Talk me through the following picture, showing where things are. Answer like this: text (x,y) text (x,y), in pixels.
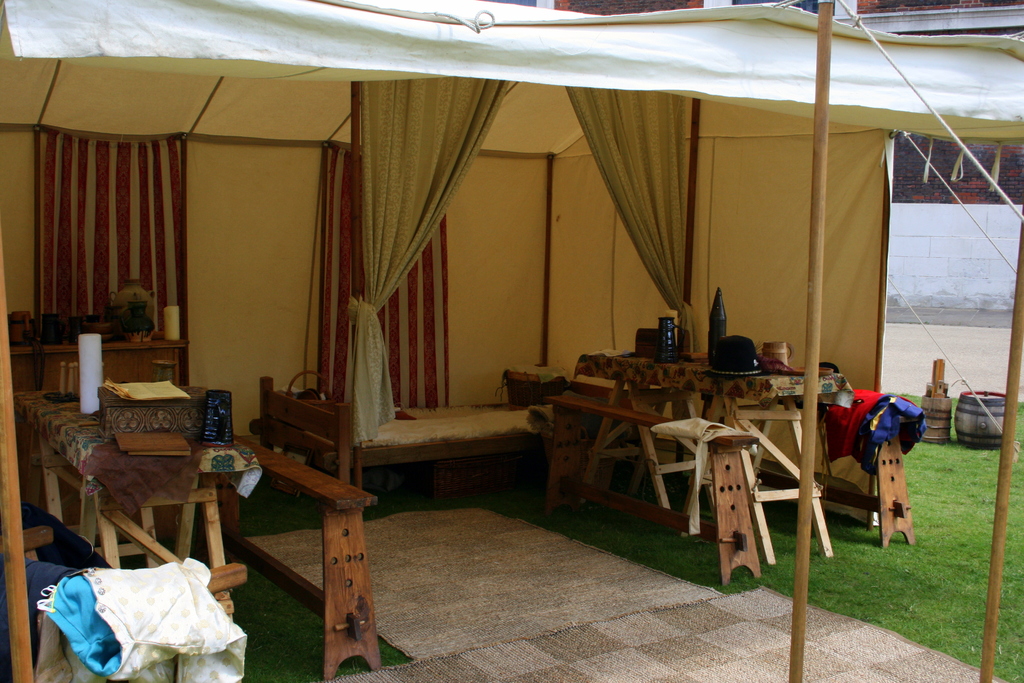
In this image we can see a tent (472,331). On the left side of the image (153,475) there is a table (131,527), clothes (121,600) and some objects (90,340). On the right side of the image (739,513) we can see bottles (665,346), cap (720,351), benches (717,496) and a bed (517,432).
